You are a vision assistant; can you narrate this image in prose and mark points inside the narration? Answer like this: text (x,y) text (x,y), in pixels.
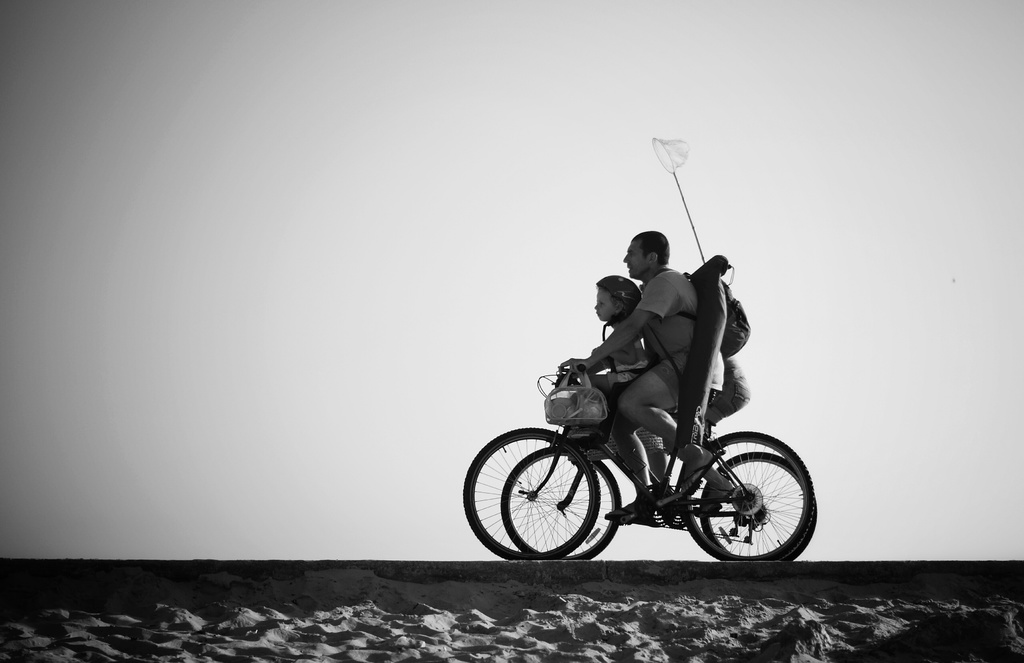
In this image there are two people (645,349) riding a bicycle (573,379).
